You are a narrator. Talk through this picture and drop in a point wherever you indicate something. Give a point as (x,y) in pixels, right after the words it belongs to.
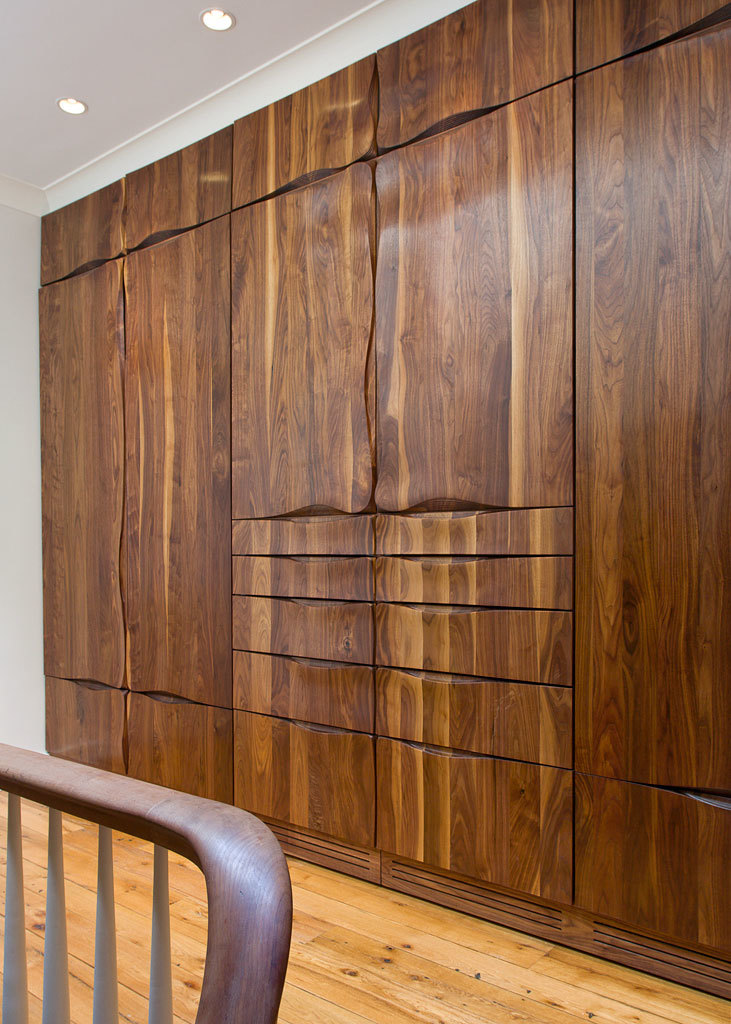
In this picture we can see a wooden floor (328,999) and on the floor (183,1023) it is looking like a railing (127,823) and behind the railing (133,820) there are wooden cupboards (273,437) and there are ceiling lights (82,104).
